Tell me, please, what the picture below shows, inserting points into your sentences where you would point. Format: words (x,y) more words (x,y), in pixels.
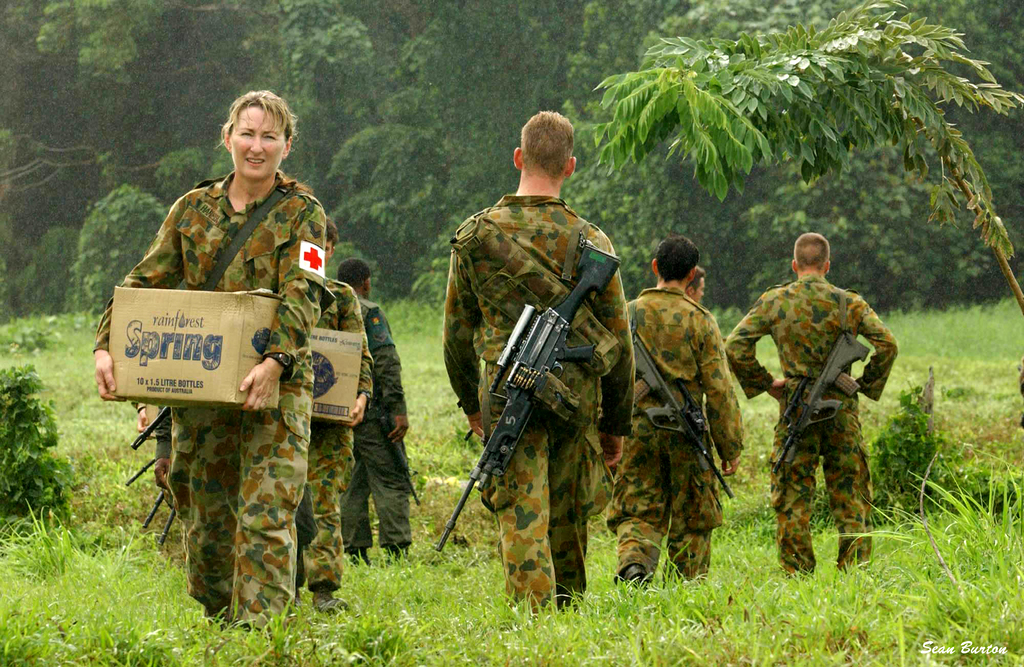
In the image there are a group of soldiers (871,307), around them there is a lot of grass (374,560) and in the background (333,37) there are trees (530,84).
